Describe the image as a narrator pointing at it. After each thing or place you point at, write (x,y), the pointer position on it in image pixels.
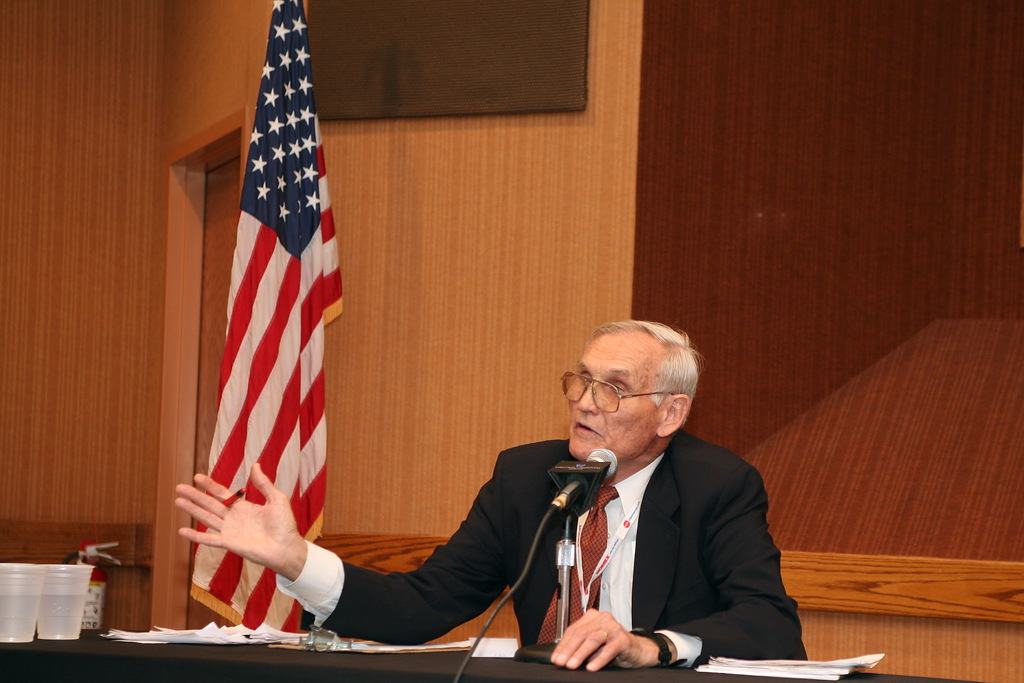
In this image we can see a person (500,474) sitting in front of the table (375,681), on the table (114,631) there are papers (256,629), microphone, cups (69,584) and few objects (313,641). In the background (248,326), we can see a flag (312,244) near the wood wall (503,240) and we can see the black color object (443,60) attached to the wall (152,357) and we can see a door (216,304).
